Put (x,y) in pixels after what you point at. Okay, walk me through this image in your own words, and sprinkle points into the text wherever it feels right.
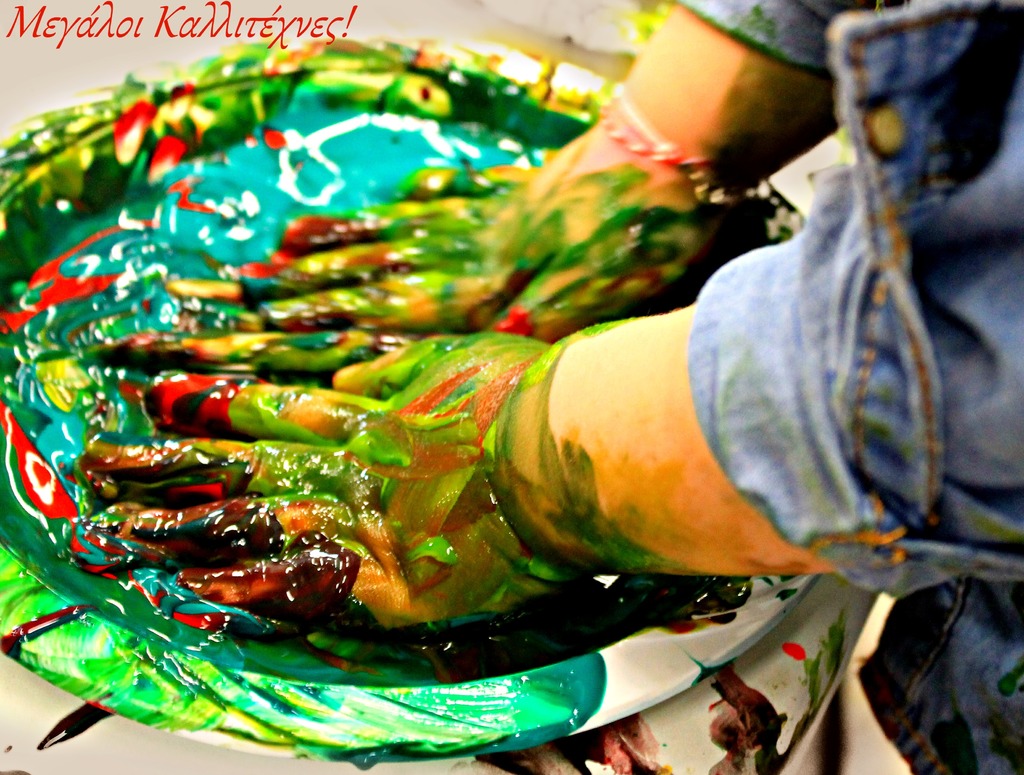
In this image we can see a person's hand (429,512) with paint (214,555) and the plate (382,703) with paint (113,386) is placed on the surface (491,770). Here we can see some edited text (202,37).
